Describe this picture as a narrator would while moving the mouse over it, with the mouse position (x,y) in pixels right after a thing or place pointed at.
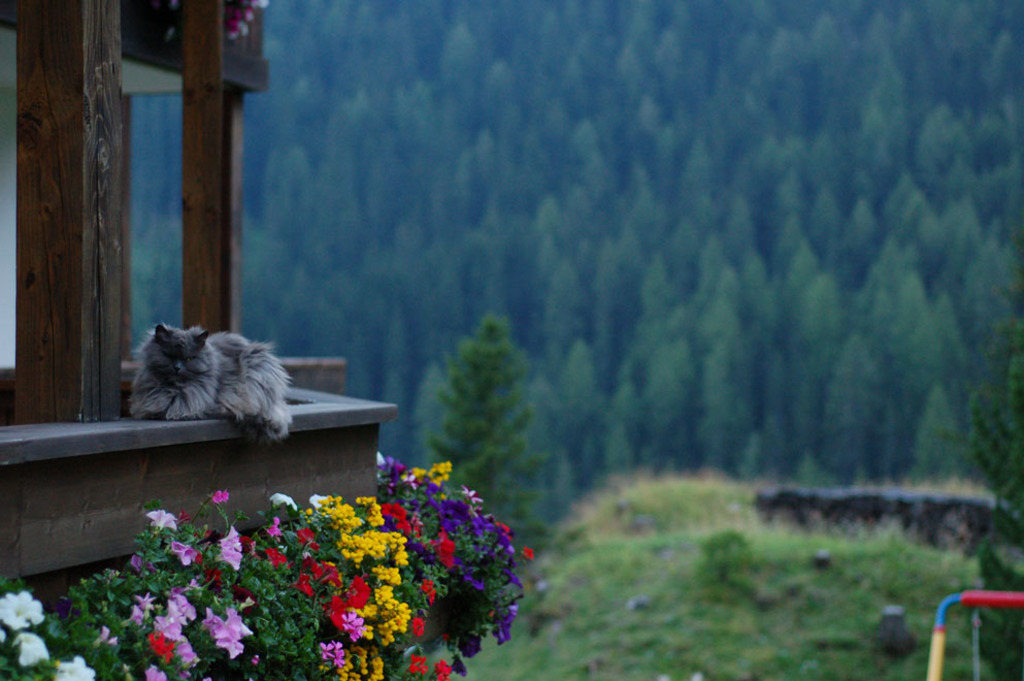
In this image in the front (275,552) there are flowers (350,593) and there is a cat (211,406) sitting on the surface (295,409). In the background (507,225) there are trees (670,217) and there's grass (704,526) on the ground (744,549). On the right side (973,596) there is a rod (943,630) which is yellow, blue and red in colour. On the left side (122,196) there are wooden poles (69,220).
